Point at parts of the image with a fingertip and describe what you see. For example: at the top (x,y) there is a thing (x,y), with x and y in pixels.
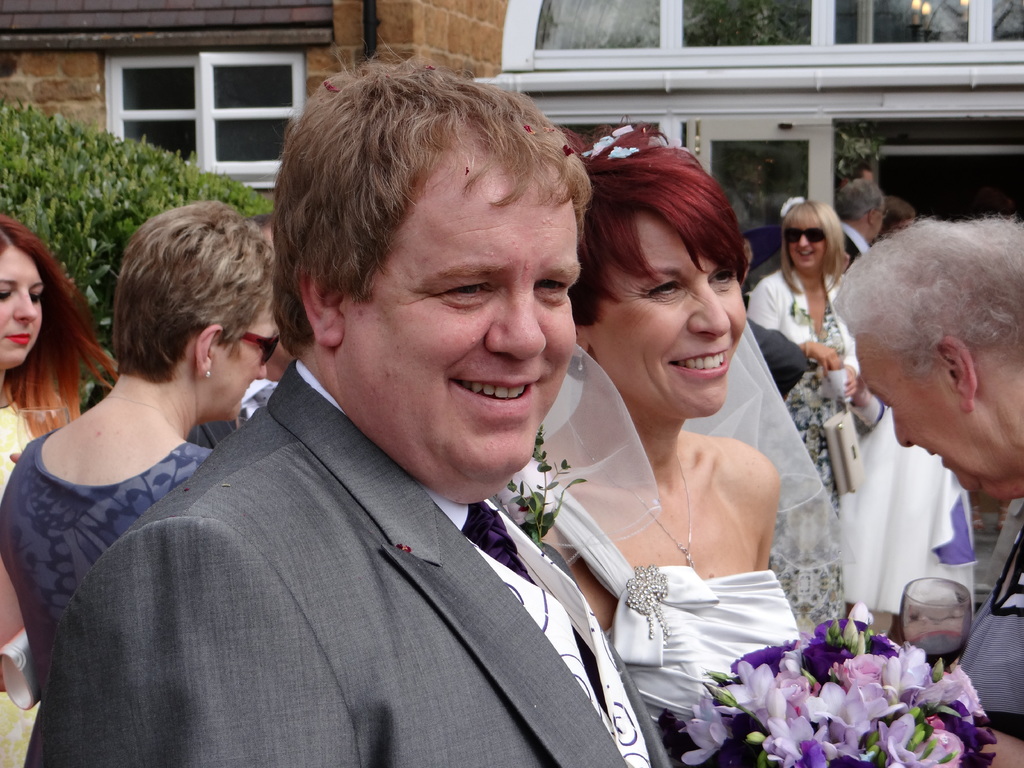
In this image I can see a man (350,614) is smiling, he wore coat (443,627), tie (505,554), shirt (507,572). Beside him a woman (636,472) is also smiling, she wore white color dress (719,636) holding the bouquet of flowers (849,706), behind them few people (17,479) are there, on the left side (27,135) there is a tree (87,298). At the back side (189,124) there are buildings (304,82) with glasses (781,26).
